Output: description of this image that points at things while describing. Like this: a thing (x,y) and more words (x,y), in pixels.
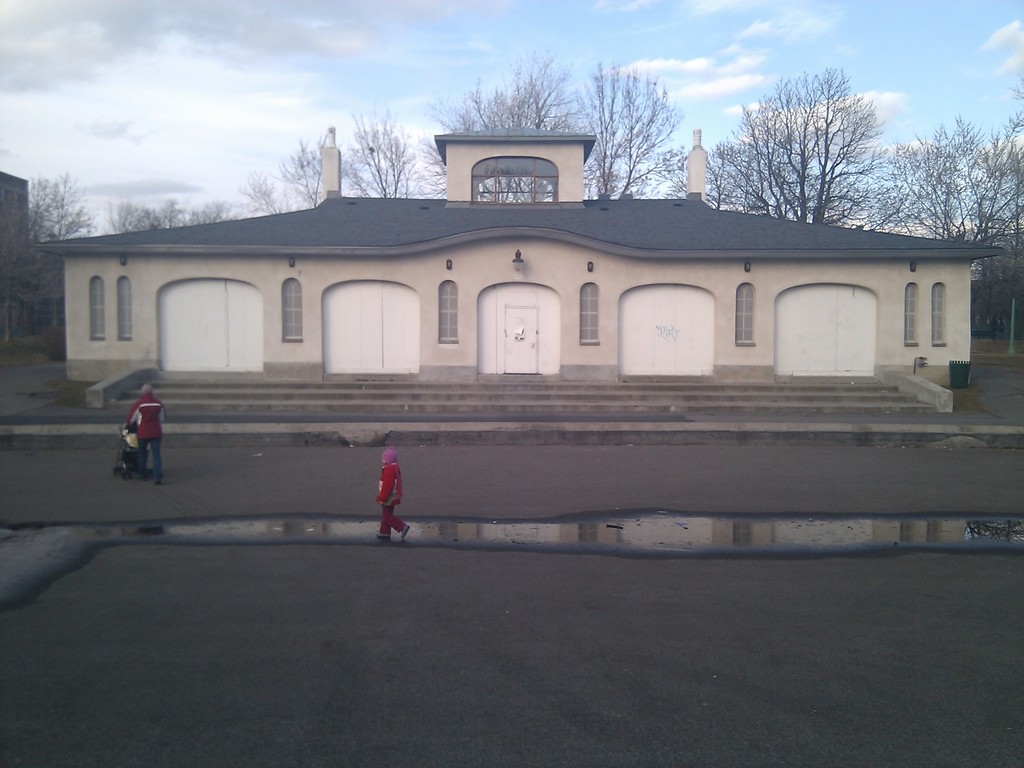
In this image in the center (445,295) there is one house (554,295) and trees (933,206), at the bottom (556,641) there is a road (290,580) and some people (391,507) are walking and also there are some stairs (294,402). On the top of the image (475,85) there is sky (491,71).
